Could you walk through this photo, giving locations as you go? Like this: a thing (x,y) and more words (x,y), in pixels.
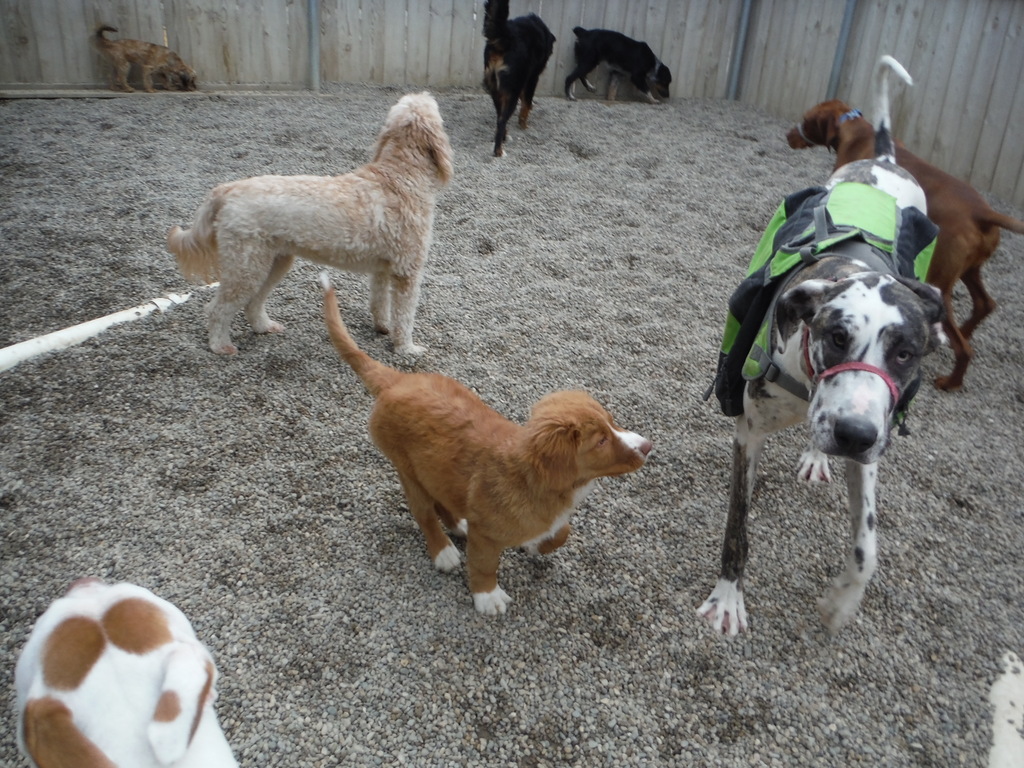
In the image there are few dogs (471,418) standing on the ground (284,481). On the ground (295,496) there are small stones (254,465) and also there is a white pipe (152,308). In the background (291,23) there is a wooden wall (1000,167).
